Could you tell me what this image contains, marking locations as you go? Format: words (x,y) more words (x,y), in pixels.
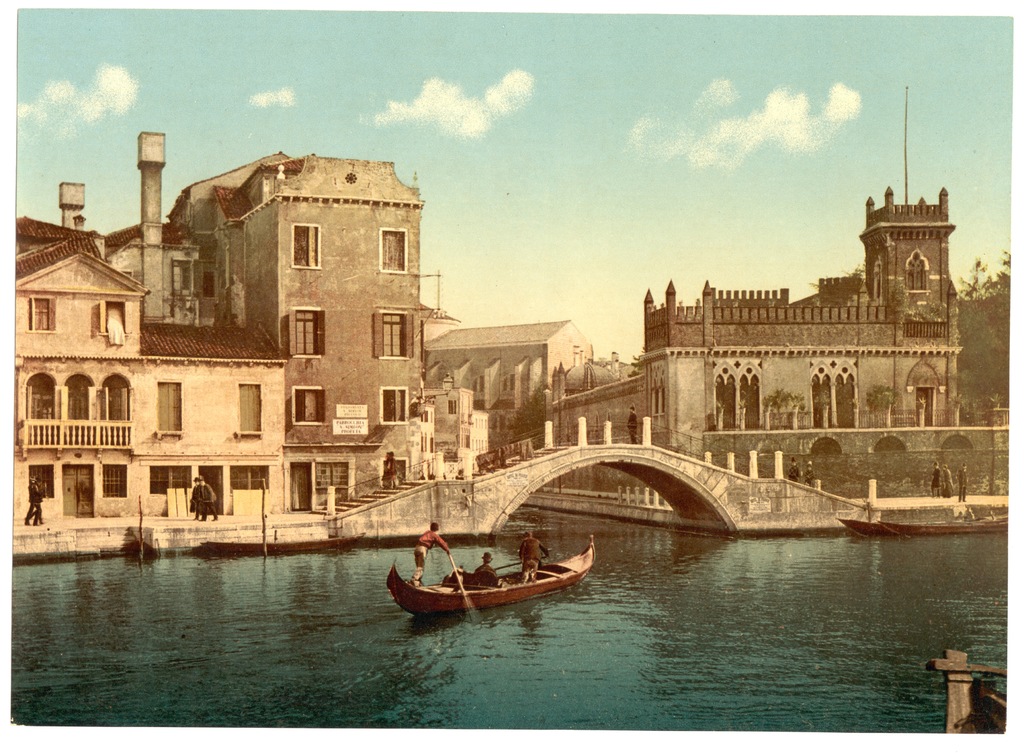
This image consists of a photograph. In this image, in the middle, we can see a boat (509,592) floating in the water (560,602). In the boat (552,566), we can see three people (527,580). In the middle of the image (542,472), we can see a bridge (698,484). In the background (69,484), we can see a group of people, buildings (346,334), glass window (817,384), trees (981,348). At the top (466,148), we can see a sky (679,148) which is a bit cloudy, at the bottom (721,548), we can see water (669,682) in a canal (669,682). In the right corner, we can also see a wood (1005,670).
